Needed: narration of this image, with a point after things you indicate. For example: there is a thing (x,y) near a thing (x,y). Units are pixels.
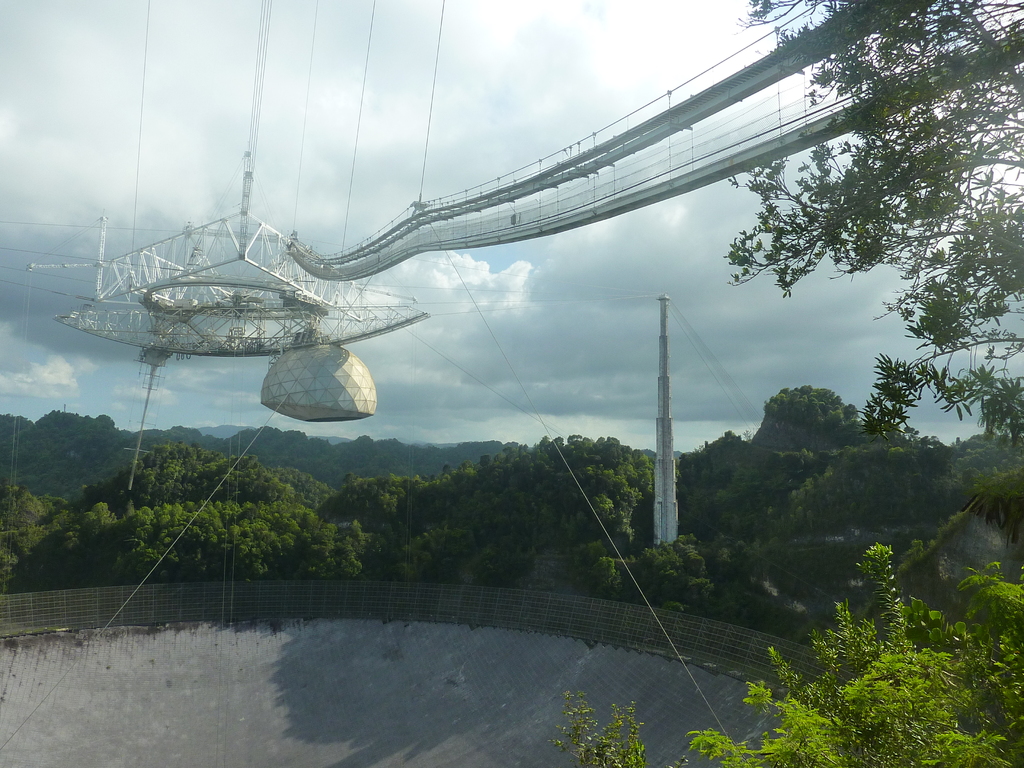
In this image we can see few objects (303,286) hanged in the air (284,230) and we can see a bridge (441,211). In the background (380,524), we can see a group of trees (608,469) and a tower (675,517). At the top (389,164) we can see the sky (371,155). At the bottom (579,624) we can see the fencing (732,636).
